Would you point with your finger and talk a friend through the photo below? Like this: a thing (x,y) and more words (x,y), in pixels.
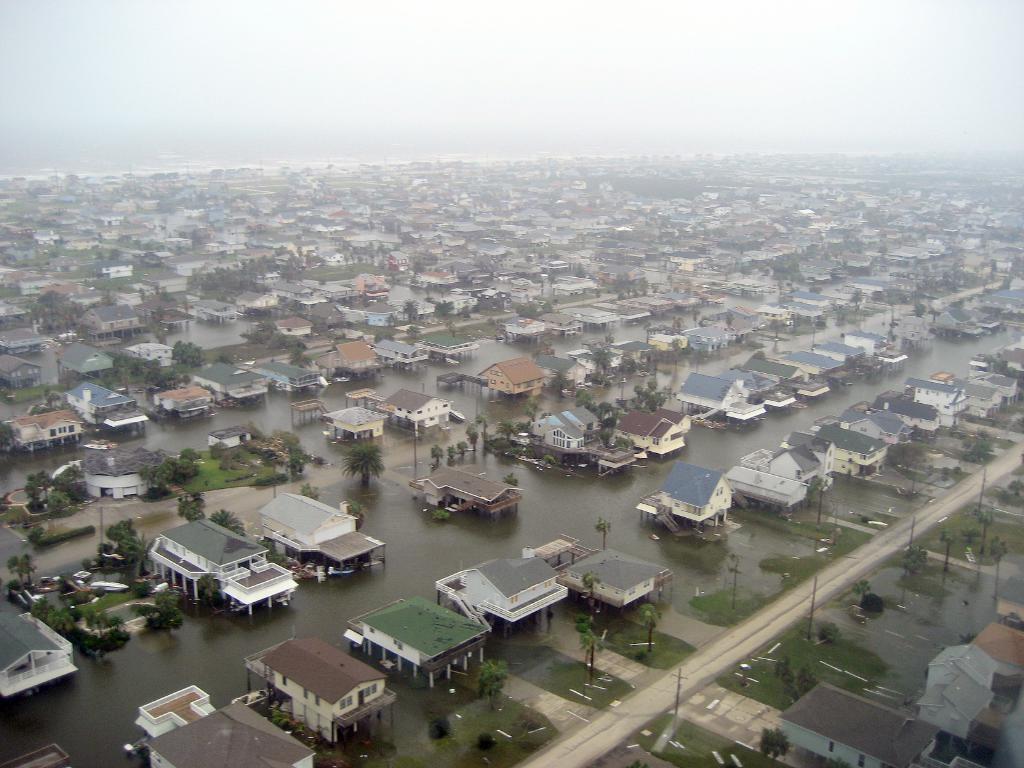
In this image I can see a group of houses (450,631) and between houses (932,222) I can see water (275,625) and roads (234,508) and trees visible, at the top (430,123) I can see the sky (883,59).
